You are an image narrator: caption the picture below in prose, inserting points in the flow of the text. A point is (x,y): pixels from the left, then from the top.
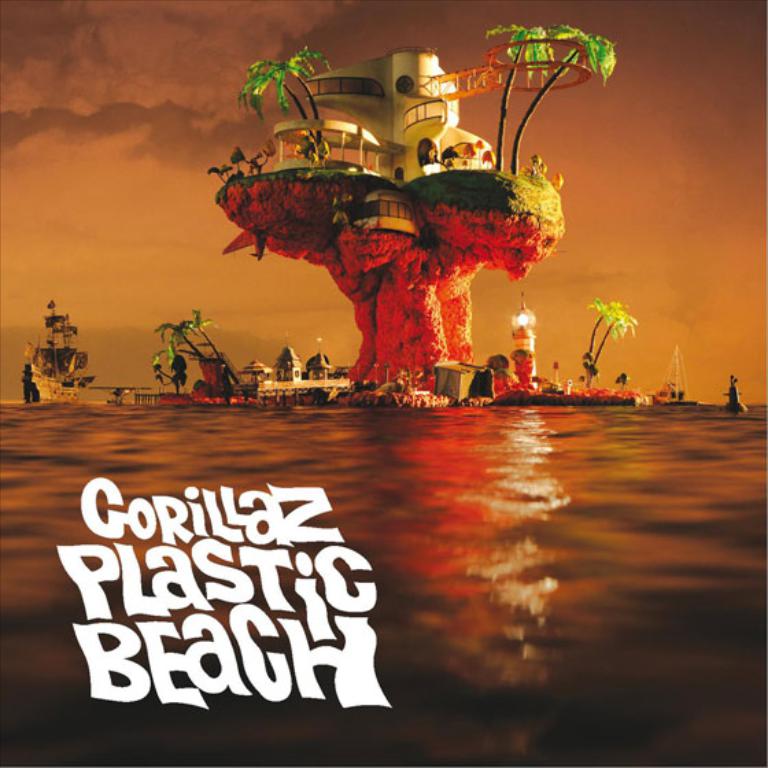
In this image we can see a poster (408,387) which is an island like structure (368,356) and it has a trees (592,332).
